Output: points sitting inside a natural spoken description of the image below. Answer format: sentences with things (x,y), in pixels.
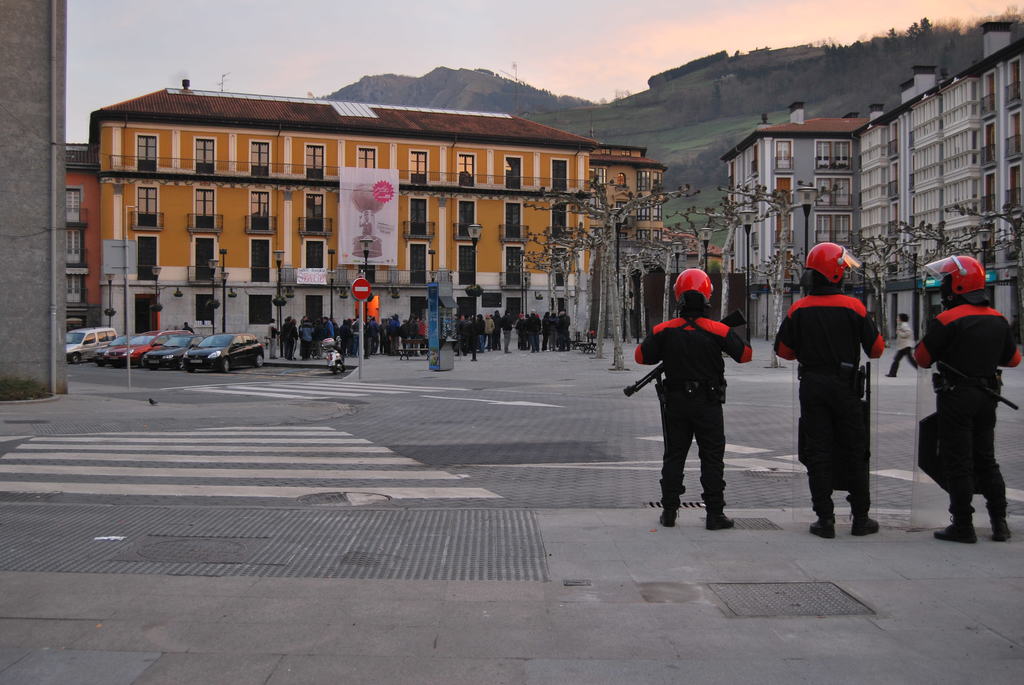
In this image I can see three persons (720,329) standing and wearing red and black color dress (693,341). Background (357,347) I can see few vehicles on the road (310,377), few other persons (366,322) standing, light poles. I can also see building (169,200) in orange color and sky (312,69) in white color.
